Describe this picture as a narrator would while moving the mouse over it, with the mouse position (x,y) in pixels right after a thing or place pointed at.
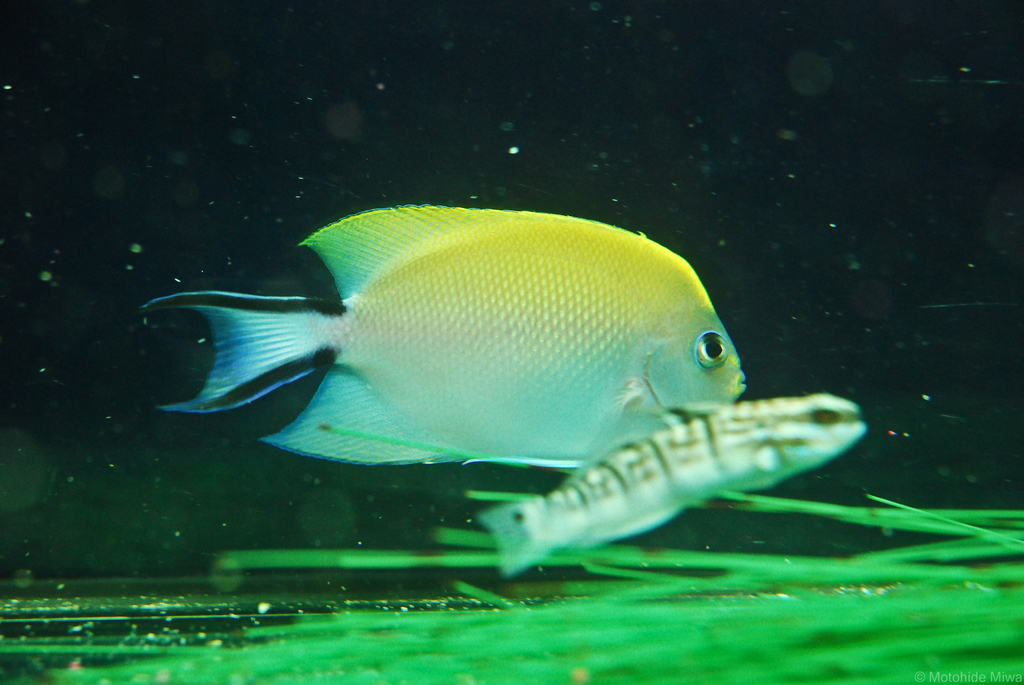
In the given image i can see a fishes (486,515) and greenery (420,613).
